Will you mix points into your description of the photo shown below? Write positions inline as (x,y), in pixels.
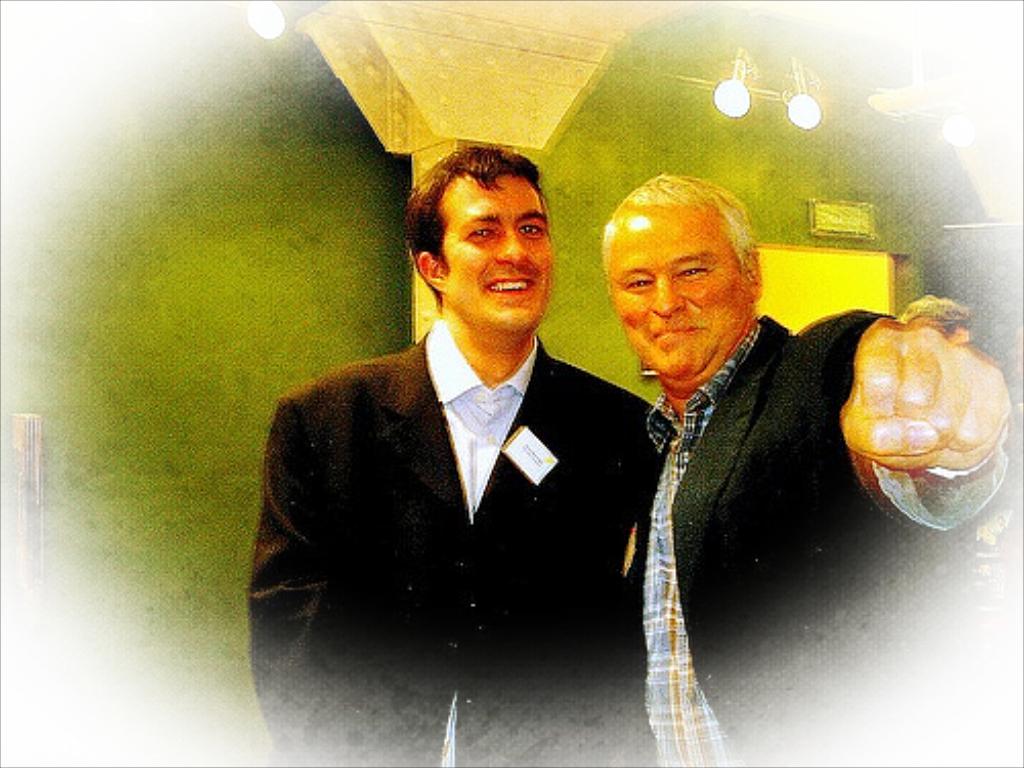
There is an image in which, there is a person (520,388) in black color suit (487,514) smiling and standing near another person (743,305) who is smiling and standing. In the background (795,101), there are lights (269,33) attached to the roof (883,78), there is a pillar (539,140) and there is green color wall (368,192).
